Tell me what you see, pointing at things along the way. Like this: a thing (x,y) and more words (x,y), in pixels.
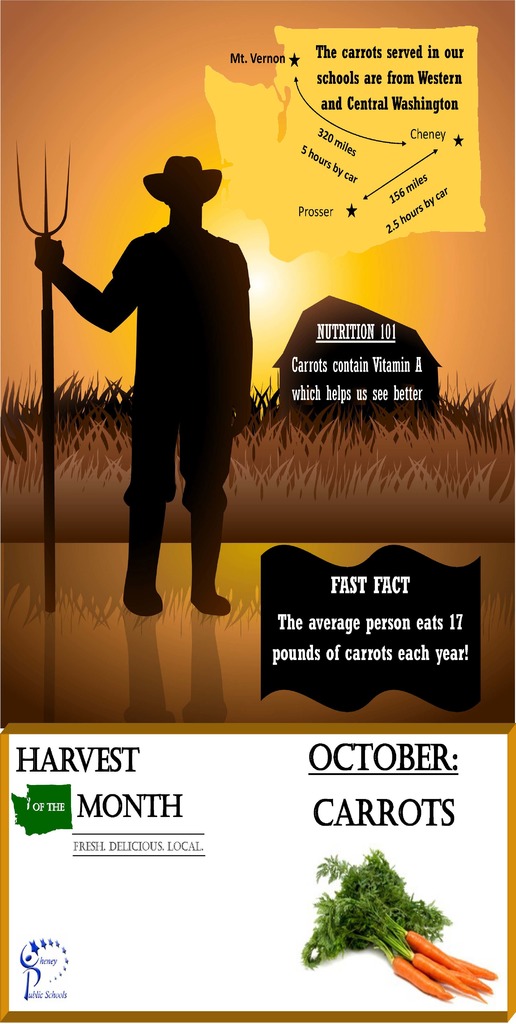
In this picture I can see there is a man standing and he is holding a tool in his right hand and there is grass (460,445) in the backdrop (258,402) and this is a animated image and at the bottom of the image (442,954) there are carrots (409,971) and a logo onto left side. There is something written on image.
